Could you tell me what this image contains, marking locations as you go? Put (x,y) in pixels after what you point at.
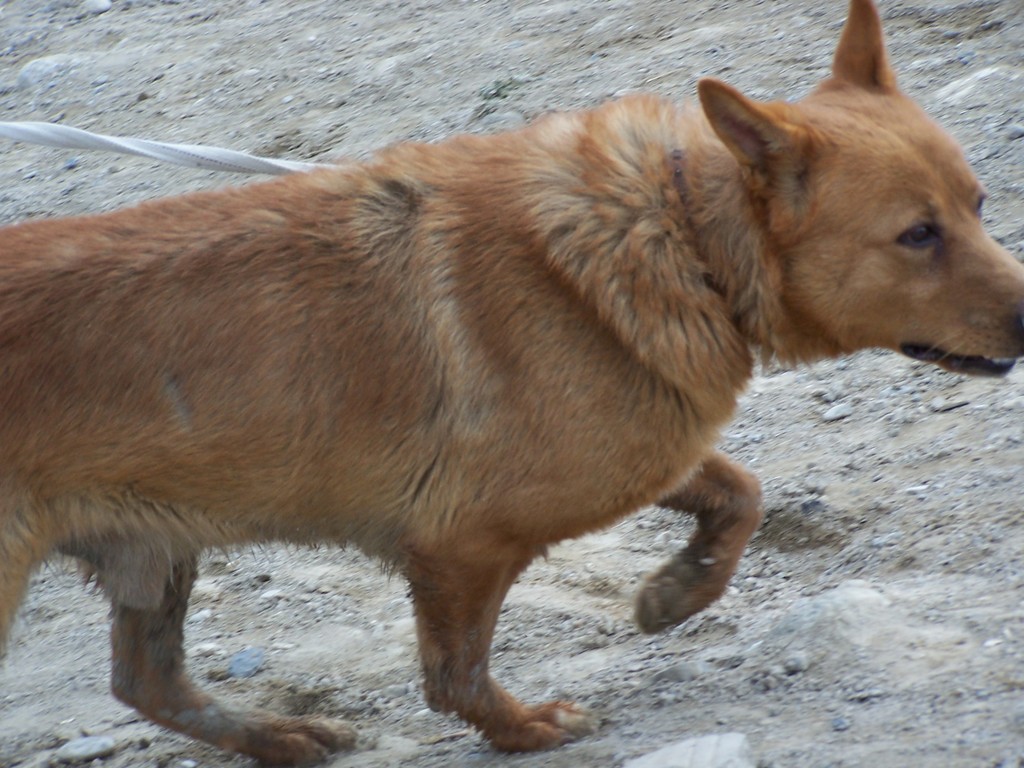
In this image we can see an animal (637,391) on the ground (53,183) and there is a white color rope (252,160).
